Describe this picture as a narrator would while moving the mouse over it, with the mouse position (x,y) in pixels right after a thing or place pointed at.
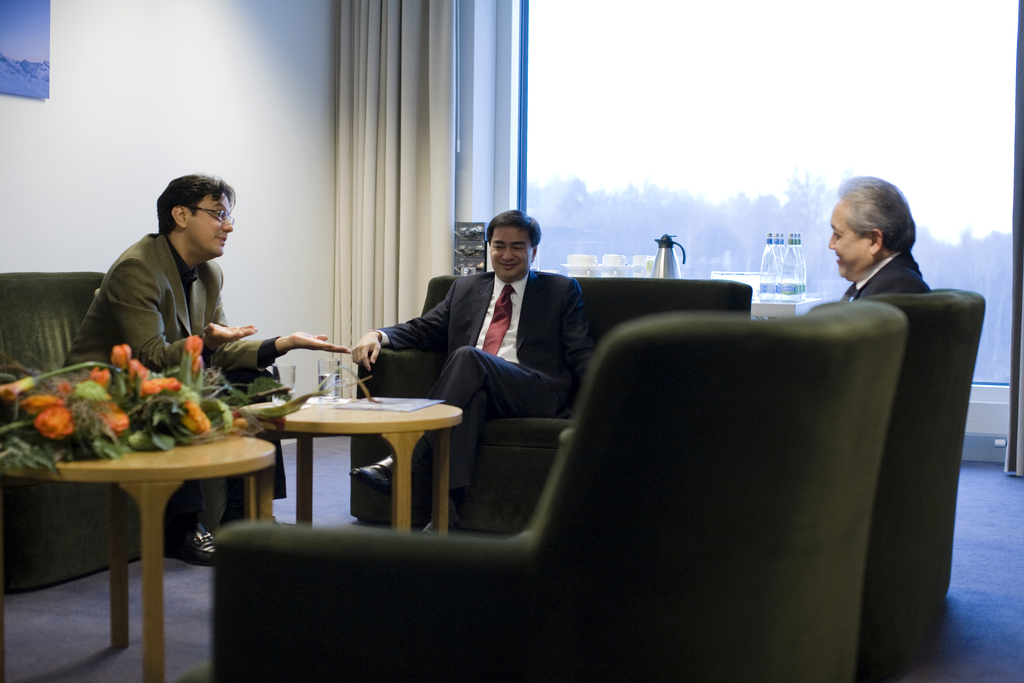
As we can see in the image there is a white color wall (327,119), curtain (409,87), window (600,127), three people (202,328) sitting on sofa (296,537) and a table (222,448). On table (202,456) there are flowers (100,411).
